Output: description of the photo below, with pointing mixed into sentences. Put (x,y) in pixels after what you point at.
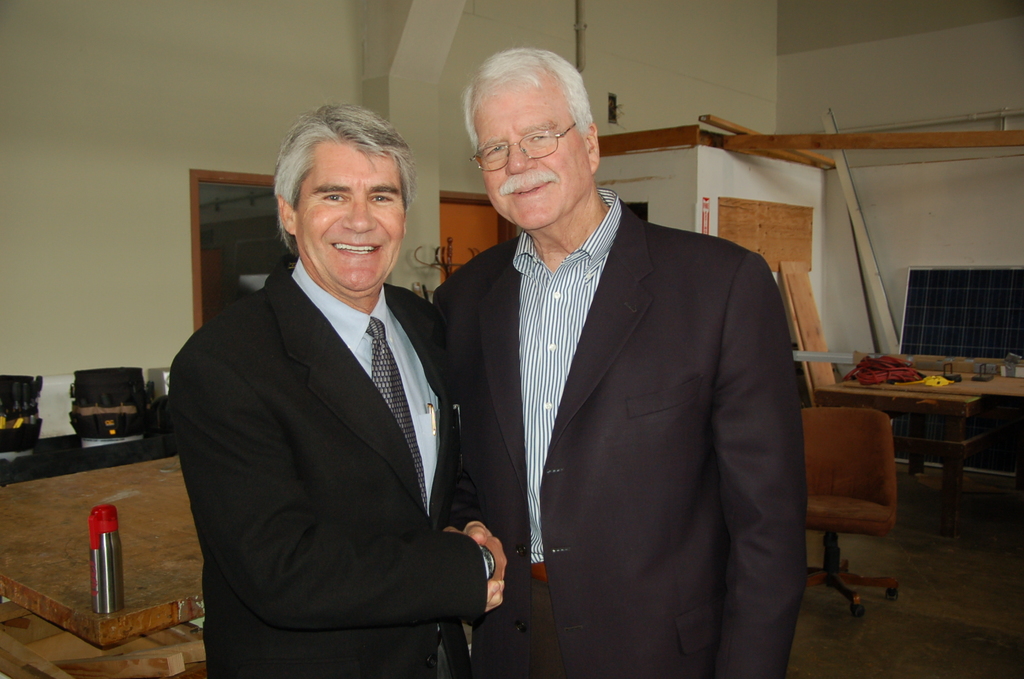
Here we can see two old men (577,197) shaking hands (477,532) with each other and behind them we can see a solar panel (1012,281), a table (898,392) and a chair (875,459) present.
